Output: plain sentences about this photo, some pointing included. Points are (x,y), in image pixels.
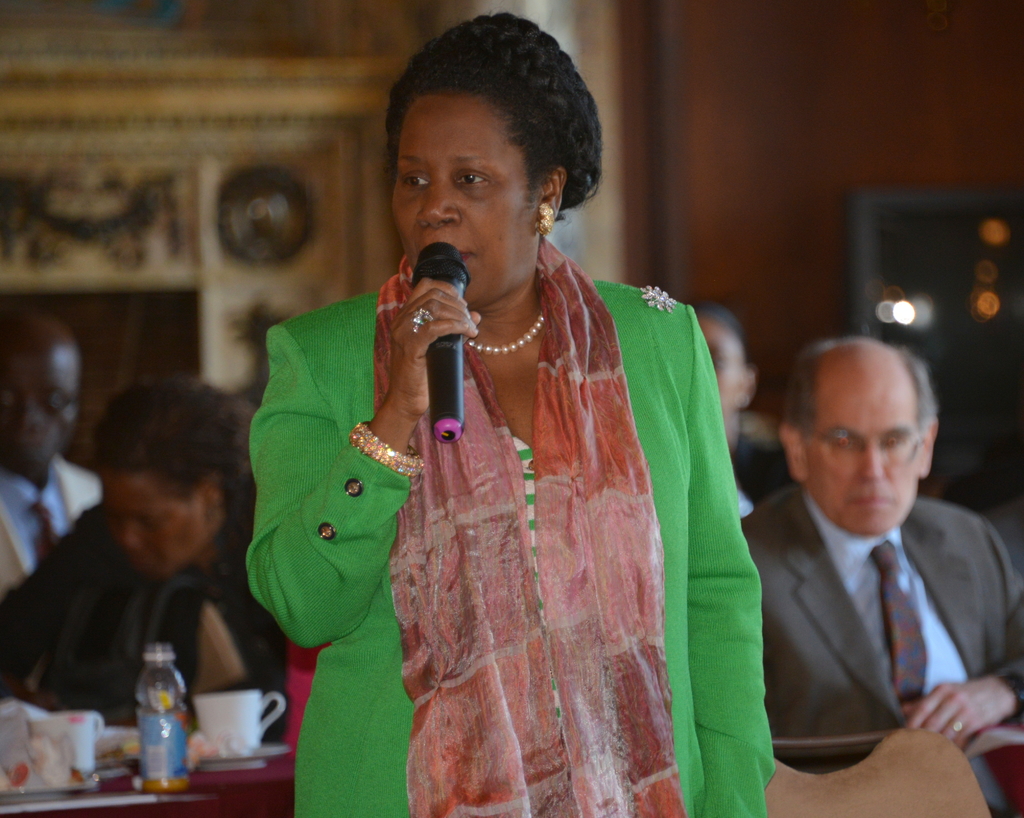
In this picture we can see a woman (464,381) holding a mic (436,432) with her hand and standing. In the background (221,715) we can see some people's (169,638), cup (250,702), bottle (172,686), wall (726,212) and some objects (995,273).
